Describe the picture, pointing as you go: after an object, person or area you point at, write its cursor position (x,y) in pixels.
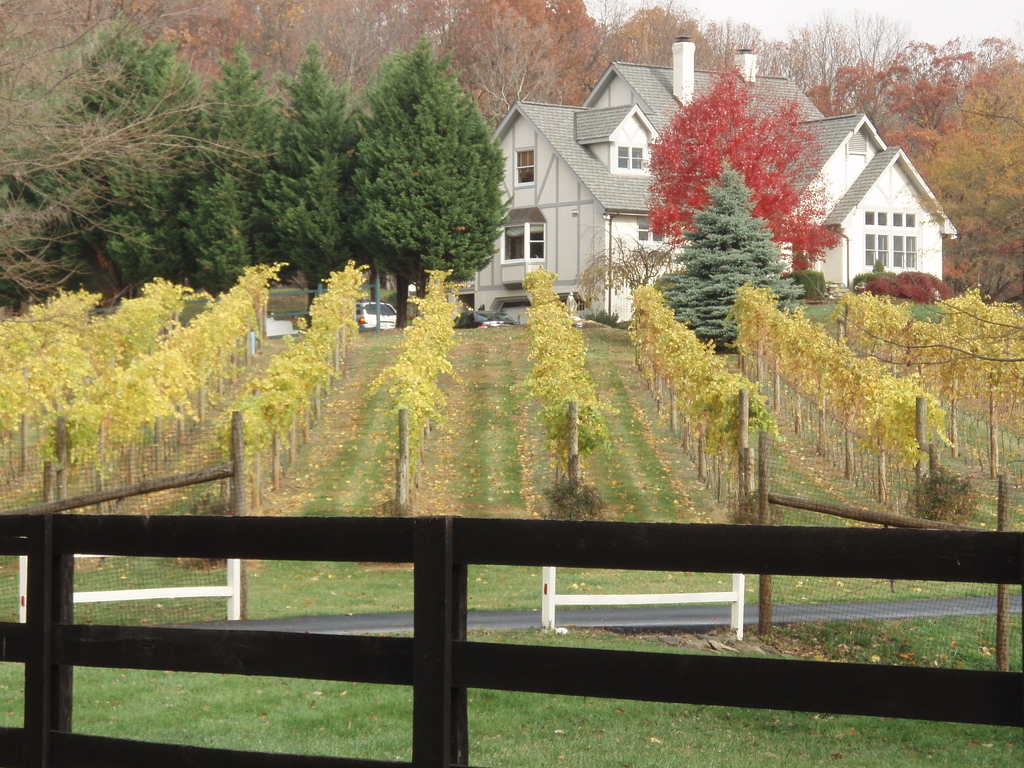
In this picture we can see the grass (478,730), fences (555,556), plants (105,425), vehicles (488,318), trees (762,73), building (572,114) with windows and in the background (778,26) we can see the sky (753,22).
